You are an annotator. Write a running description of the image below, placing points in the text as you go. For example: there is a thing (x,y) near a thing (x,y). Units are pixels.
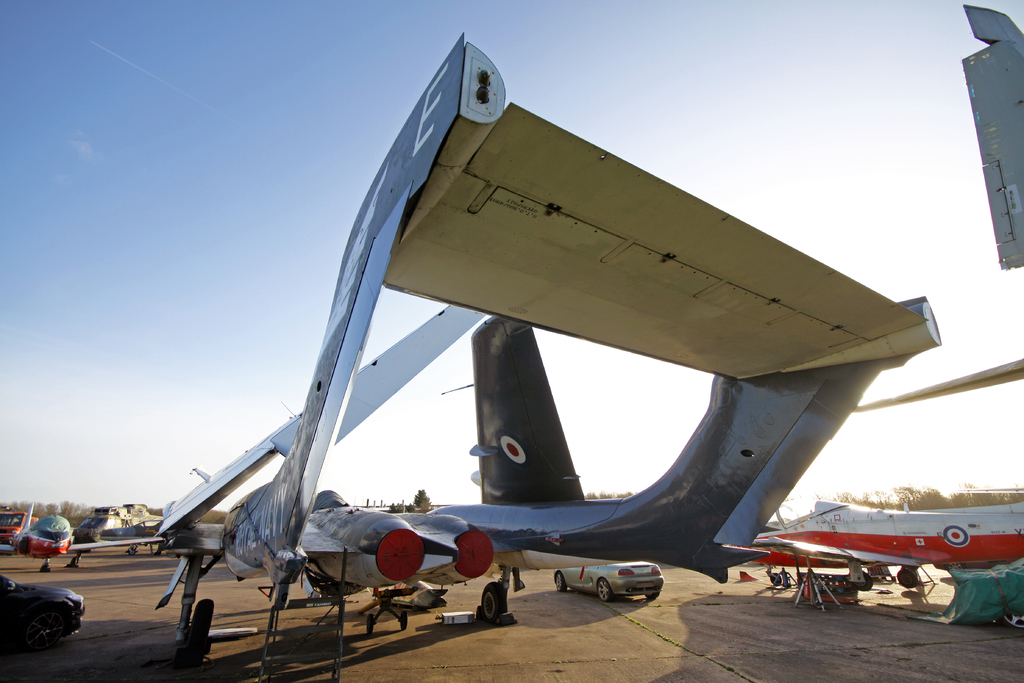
There are aircraft (836,434) and vehicles (601,577) on the runway (818,613). In the background (55,473), there are trees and there are clouds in the blue sky (133,79).
